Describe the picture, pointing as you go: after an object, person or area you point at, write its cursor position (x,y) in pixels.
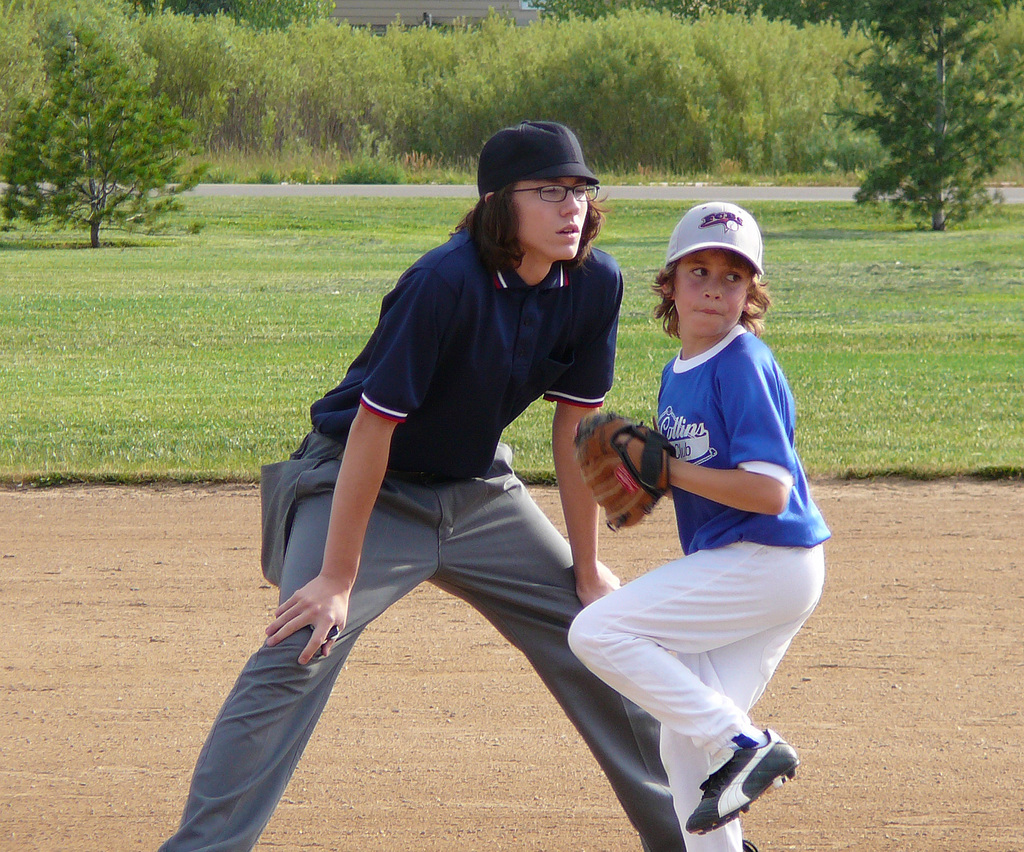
In this image there is a mud road (397,604) at the bottom (987,773). There are two people (732,840) in the foreground (227,842). There is a green grass (255,206), trees (10,103) and building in the background (418,218).
